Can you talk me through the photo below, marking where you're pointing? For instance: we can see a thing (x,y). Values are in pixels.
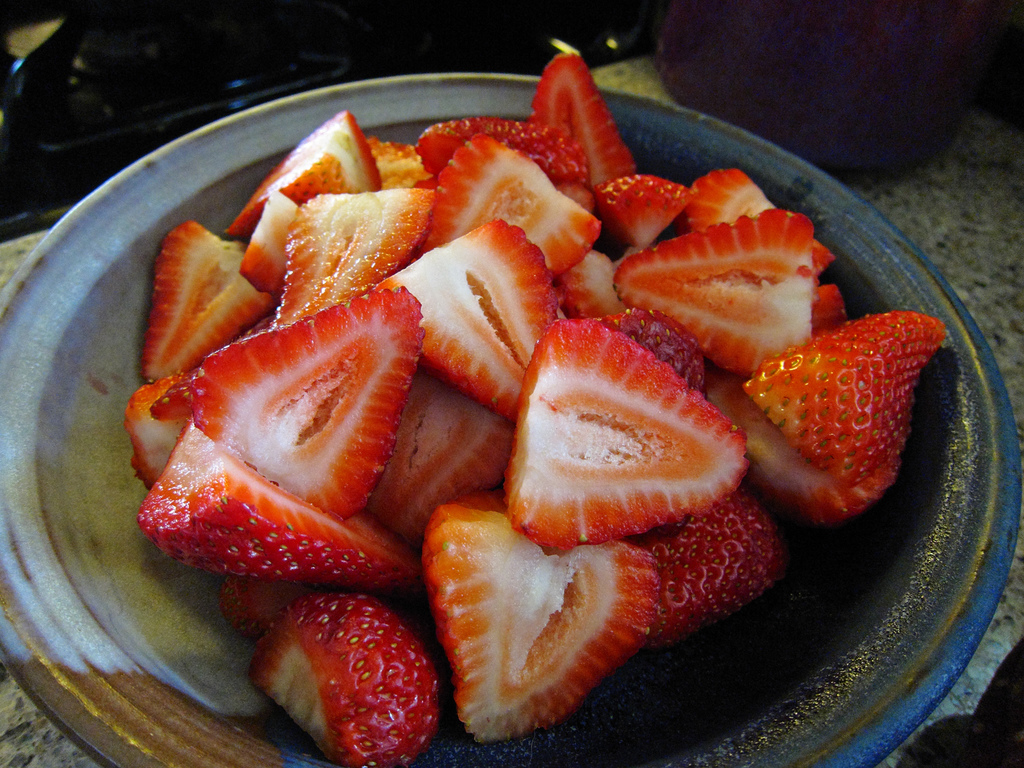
In this picture I can see there are some strawberries (615,541) cut and placed in a bowl (925,378) and it is placed on the table (1003,335) and in the backdrop (451,45) there are some objects (380,56).
